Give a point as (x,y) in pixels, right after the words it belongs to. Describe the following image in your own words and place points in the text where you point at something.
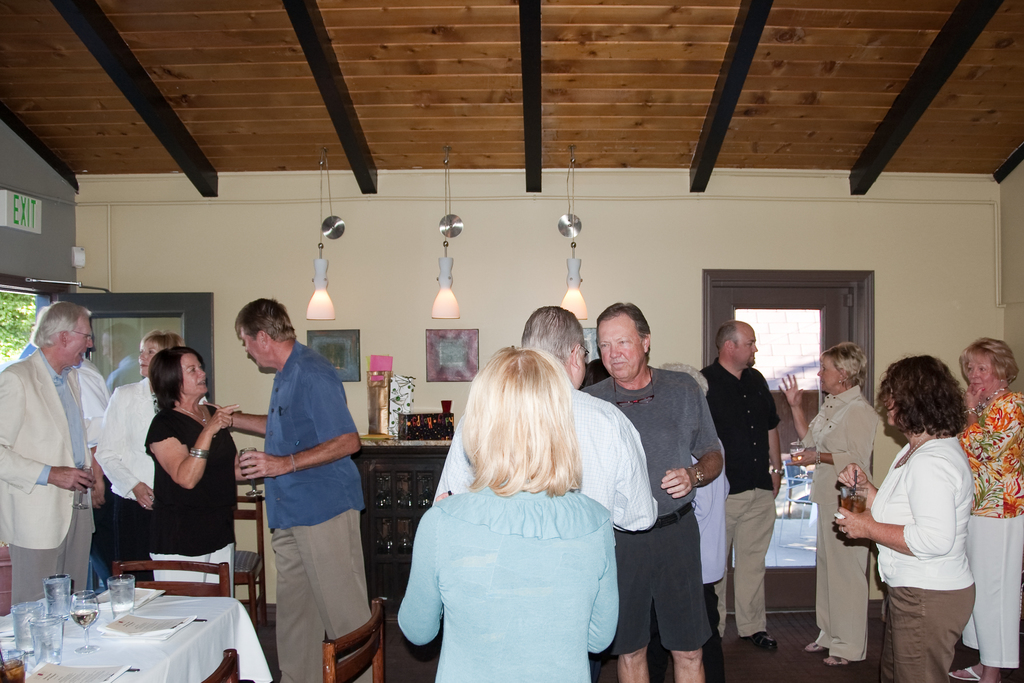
In the image there are many people (326,528) standing and talking. And to the bottom left of the image (111,656) there is a table (144,682) with white cloth (66,655), glasses (57,590), and papers (157,625) on it. In front of the table (211,629) there are chairs (208,588). In the background (390,416) there is a wall (959,278) with door (754,306), frames (434,363), lamps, and table (406,446) with few items (410,430) on it. To the left corner (10,208) there is a door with an exit board (25,215).
